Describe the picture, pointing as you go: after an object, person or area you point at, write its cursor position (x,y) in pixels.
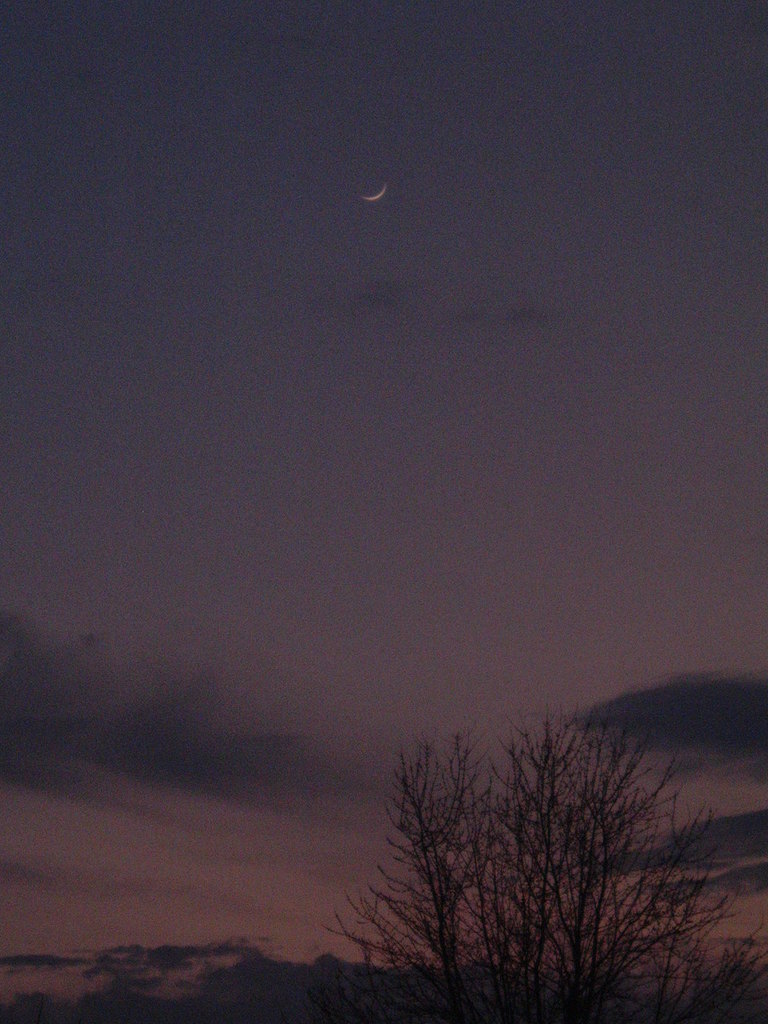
In this image we can see a tree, also we can see the cloudy sky (177,895), and the moon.
